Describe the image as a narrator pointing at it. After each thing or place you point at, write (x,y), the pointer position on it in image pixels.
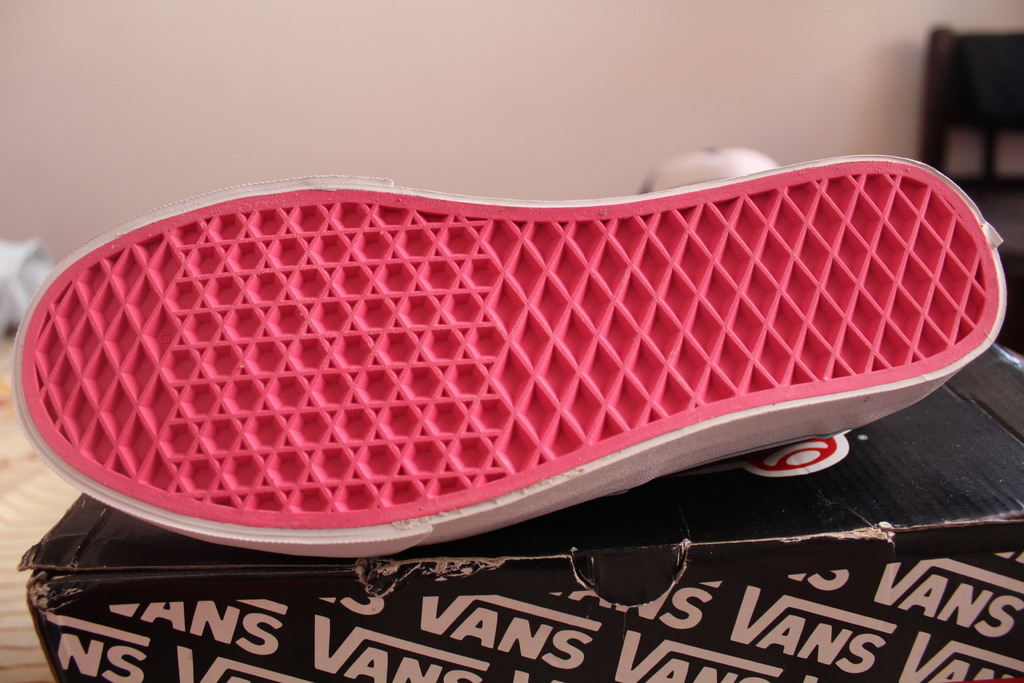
In the center of the image (551,362) we can see shoe (282,354) placed on the box (1015,554). In the background (455,64) there is wall (550,63) and chair (980,74).
